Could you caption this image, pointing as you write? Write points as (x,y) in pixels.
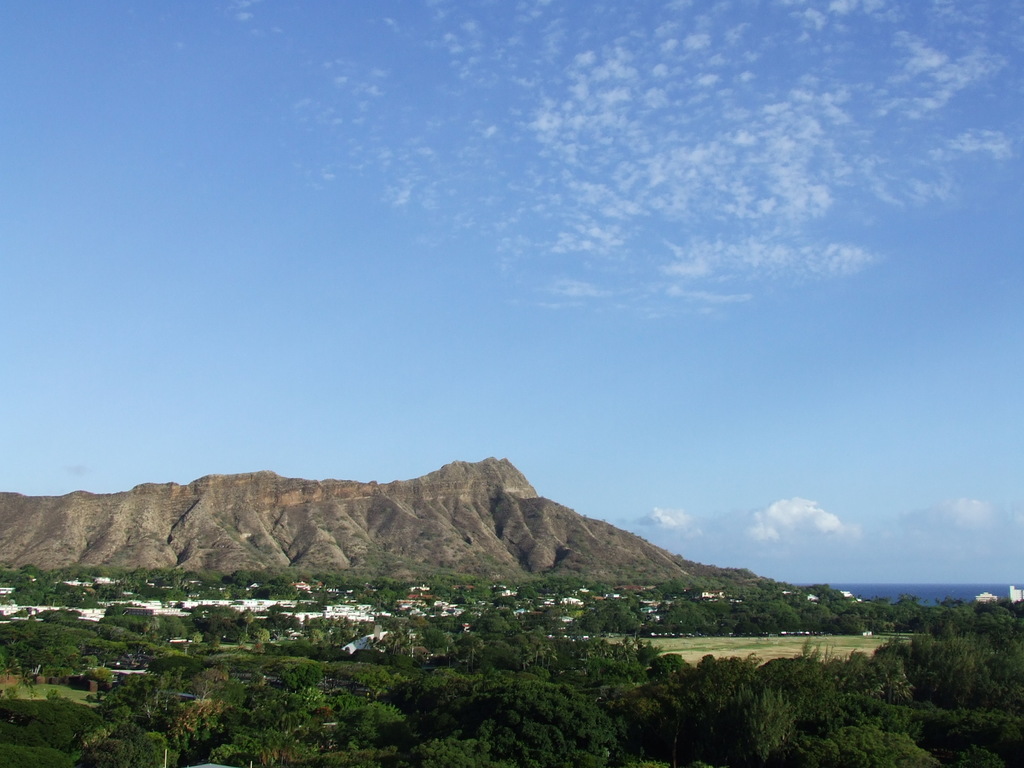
In the center of the image (414,510) there are hills (523,560). At the bottom (512,671) there are trees (859,711) and buildings (360,610). In the background (650,371) there is sky (397,244).
